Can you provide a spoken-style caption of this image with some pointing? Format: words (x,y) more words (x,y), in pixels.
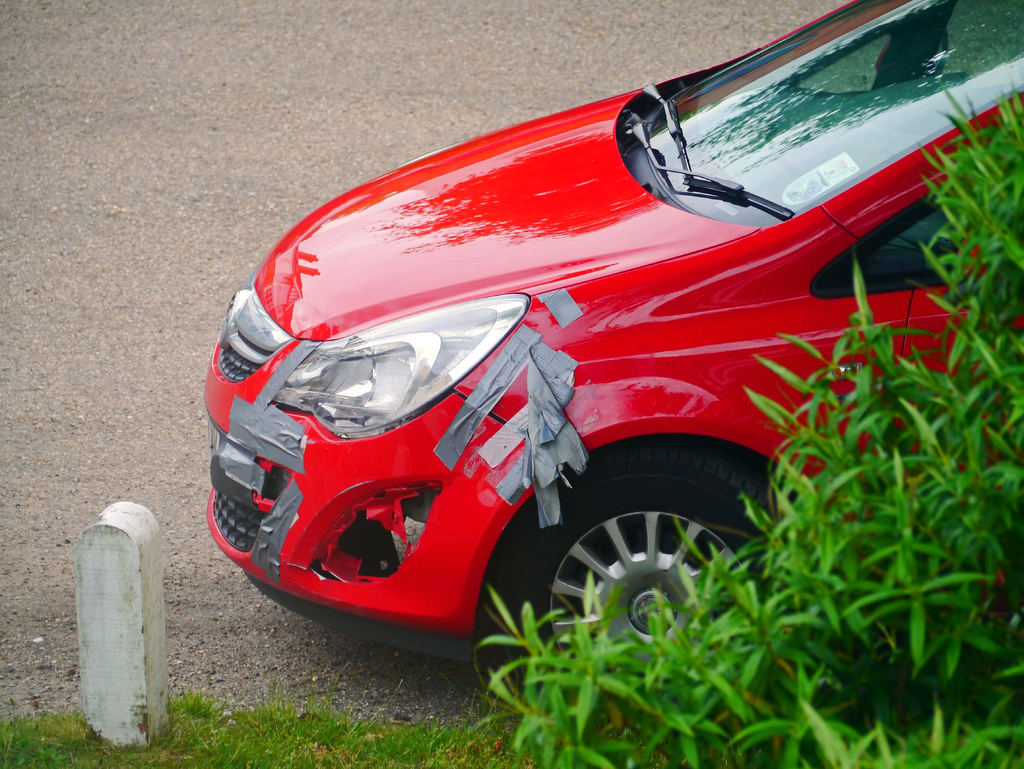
In this image, we can see a red colored vehicle (546,256) with some tapes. We can see the ground (240,243) and a pole (119,506). We can also see some grass (461,748) and some plants (911,567) on the right (962,643).
